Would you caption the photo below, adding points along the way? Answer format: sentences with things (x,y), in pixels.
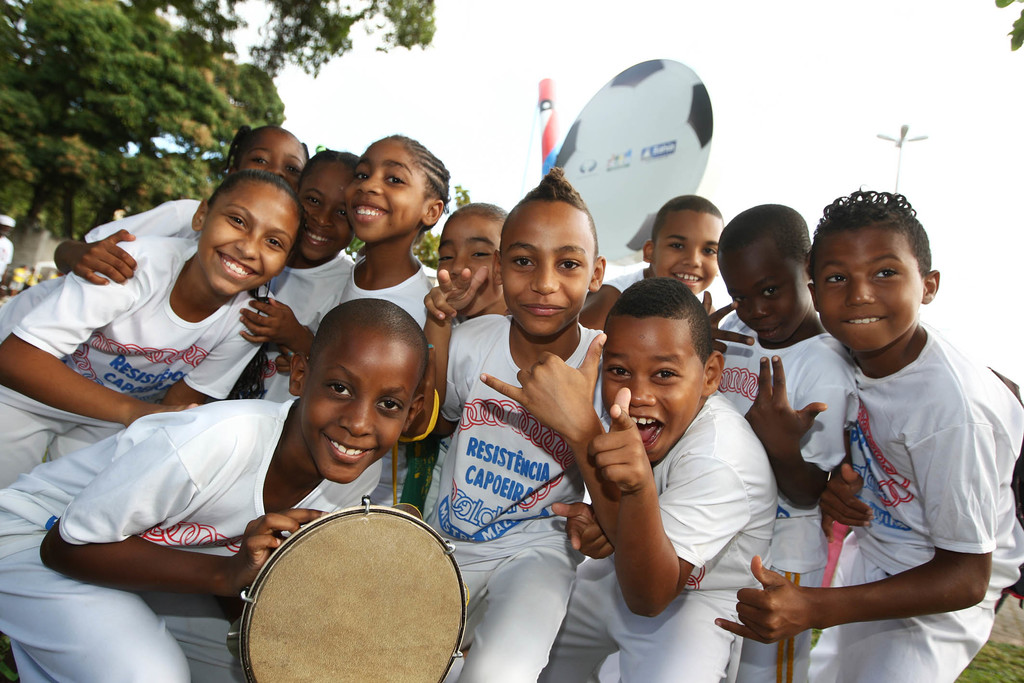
In this image i can see there are the group of children (186,270) standing and they are smiling, background of them, on the left side (185,77) there is a tree (25,90) visible And on the middle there is sky (812,91) visible background of the children (9,305).
